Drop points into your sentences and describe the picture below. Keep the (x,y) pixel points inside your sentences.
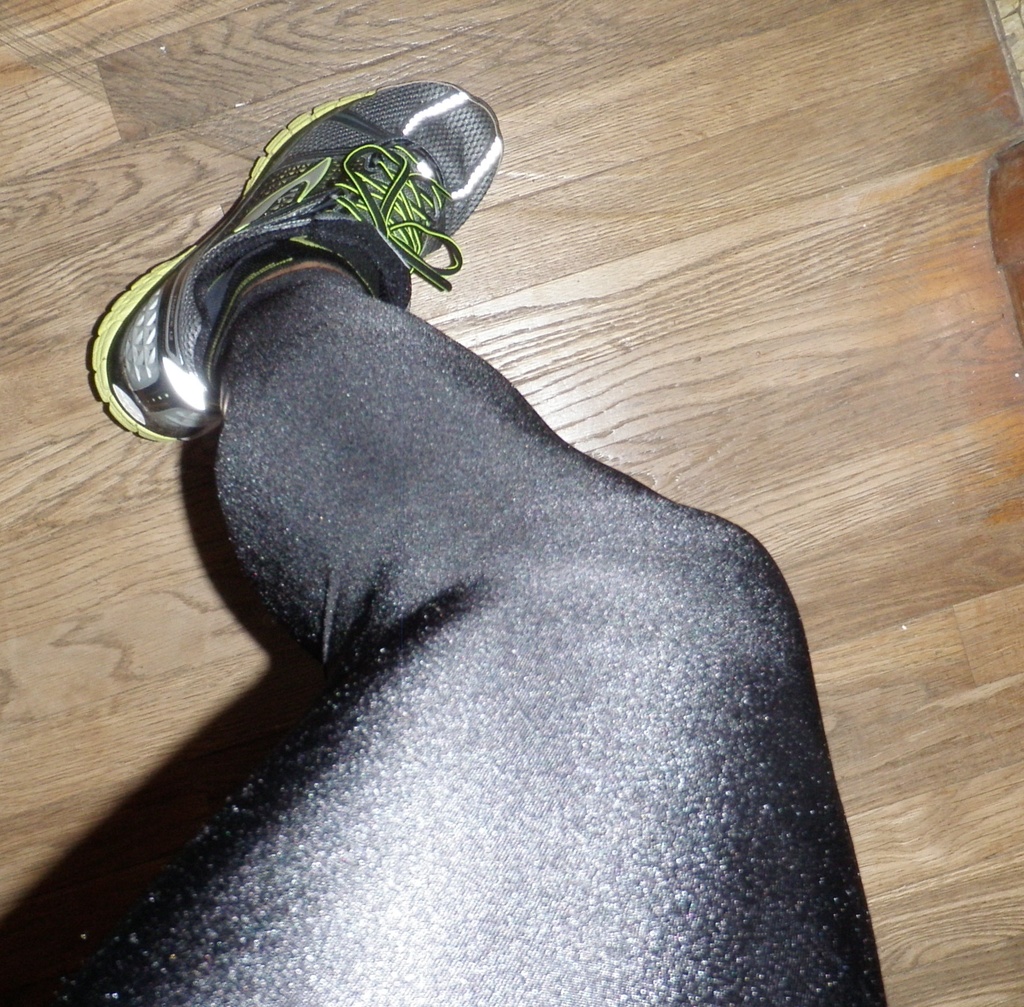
In the foreground of this image (426,711), there is a leg (470,535) of a person (528,541) on a wooden surface (773,266).
